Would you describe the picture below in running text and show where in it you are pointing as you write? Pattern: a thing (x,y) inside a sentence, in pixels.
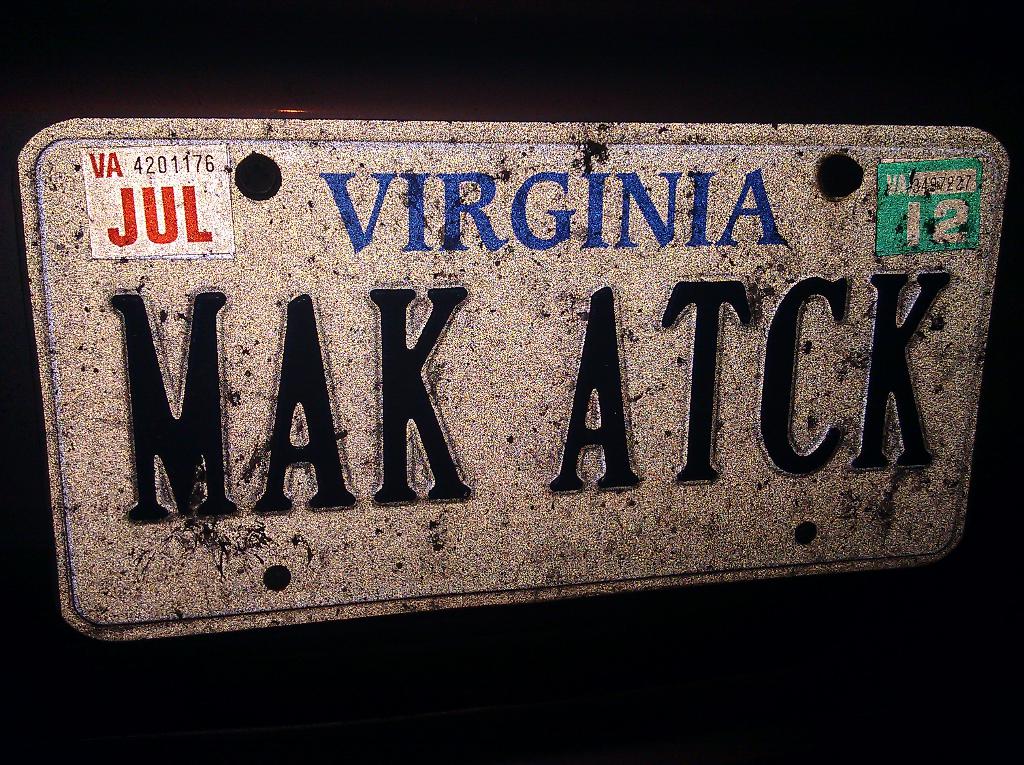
In this image, we can see a name plate (543,404) with bolts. Here we can see few stickers (224,218) on the board (240,213).
